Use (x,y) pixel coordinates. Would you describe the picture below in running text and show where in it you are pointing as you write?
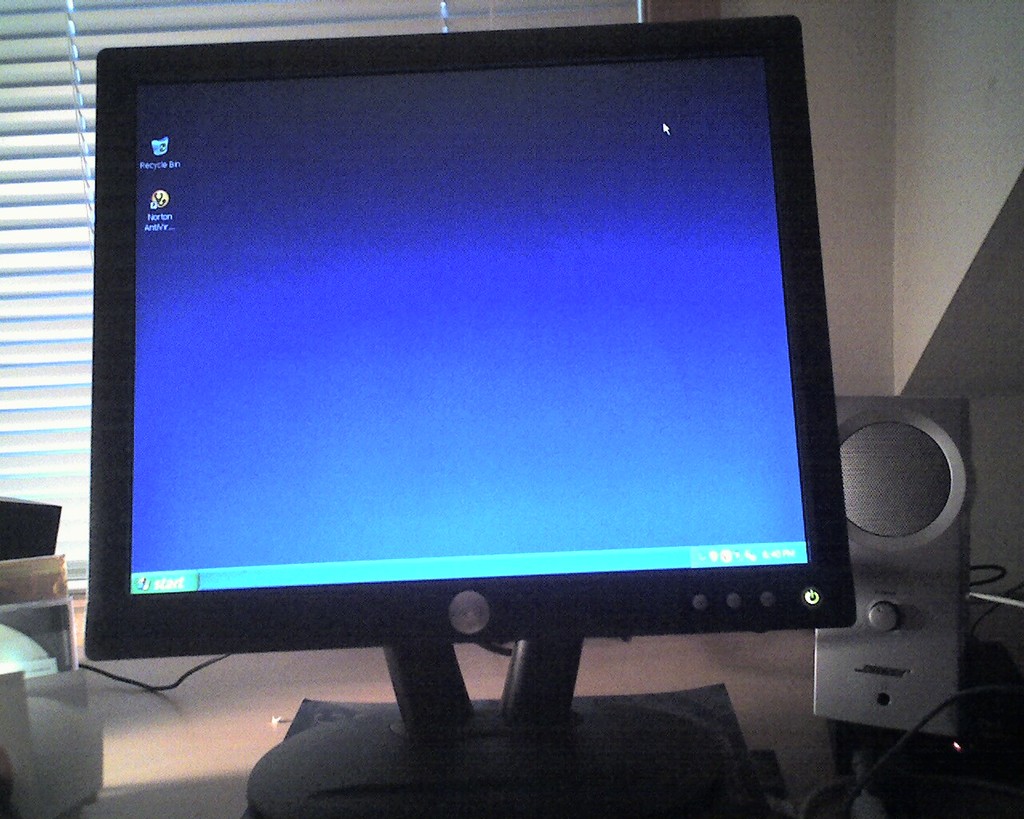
In this image there is a desktop (426,425) in the middle (609,501). Beside the desktop (619,525) there is a speaker (957,535). In the background (67,152) there is a curtain (34,182). On the left side (39,621) there are cd's (44,629).
